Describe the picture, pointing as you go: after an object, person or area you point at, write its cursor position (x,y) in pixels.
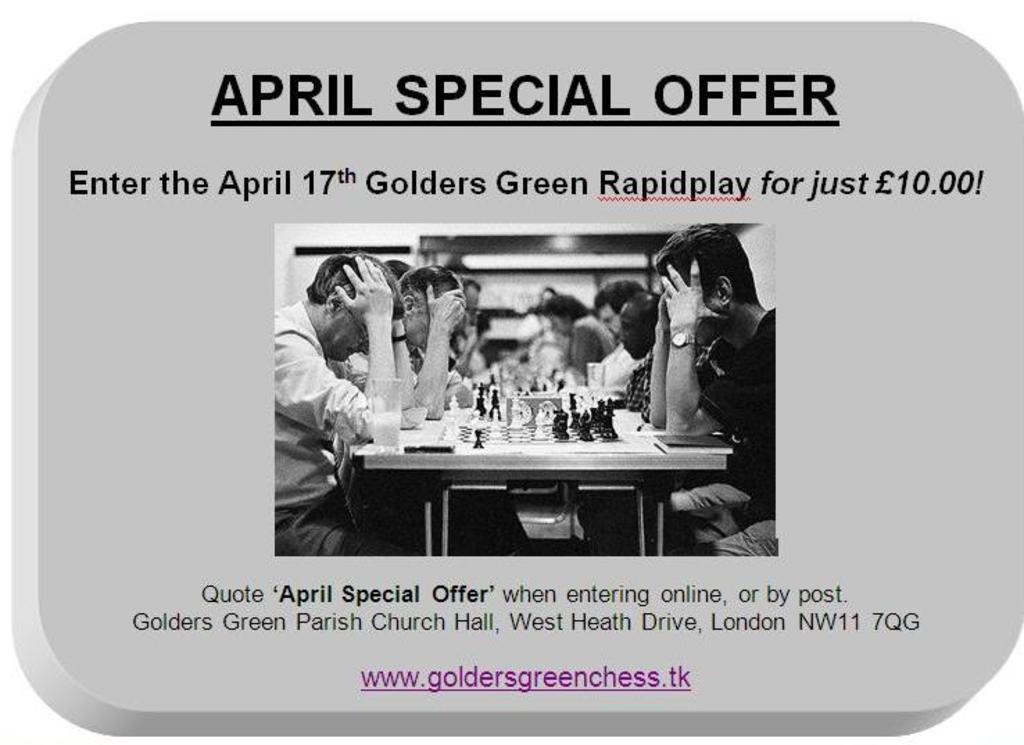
In this picture I can see few persons (444,407) are playing the chess (572,406) in the middle (365,352), there is the text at the top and bottom.
